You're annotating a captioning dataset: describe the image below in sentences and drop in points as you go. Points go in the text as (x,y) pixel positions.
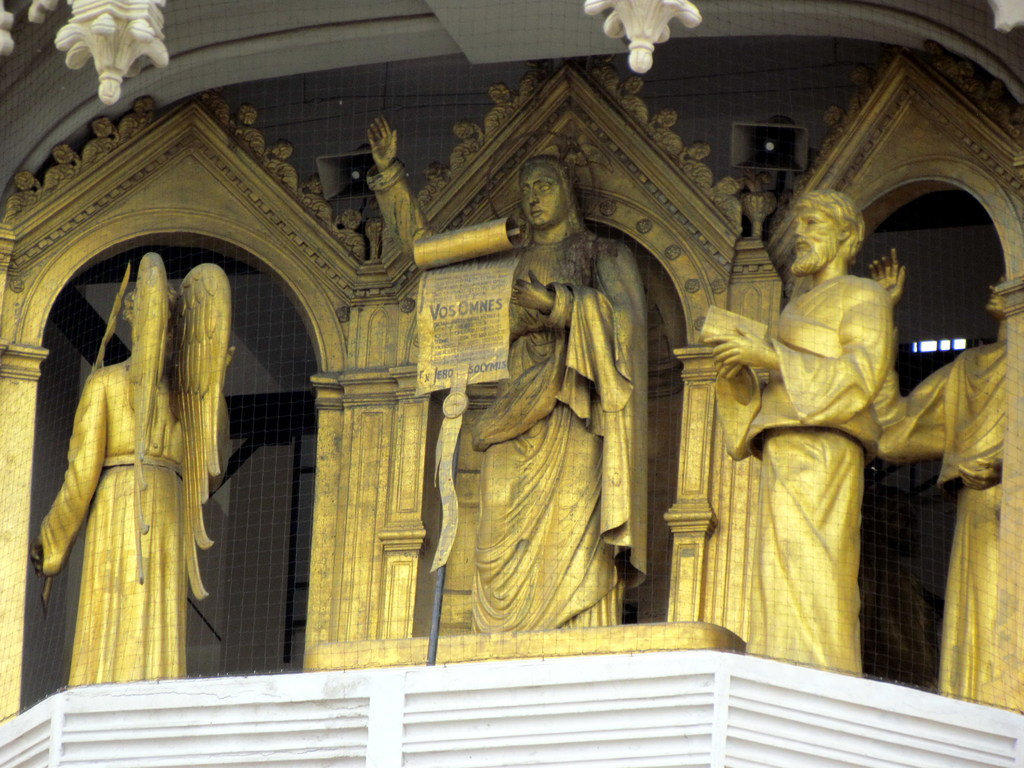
In the center of the image (352,407) there is a wall (798,105), fence (792,169), black and white color object (772,143), statues (935,446), which are in golden color and a few other objects (778,156). And we can see some design (397,347) on the wall (39,329).
